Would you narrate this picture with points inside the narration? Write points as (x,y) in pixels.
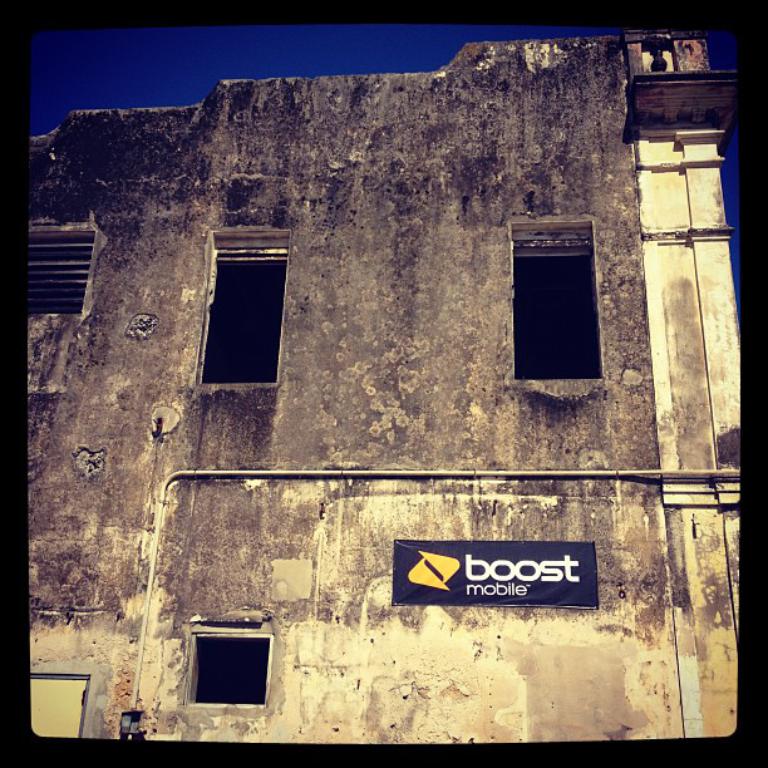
In this image we can see a building (426,377), board (497,601), and sky (401,68).
